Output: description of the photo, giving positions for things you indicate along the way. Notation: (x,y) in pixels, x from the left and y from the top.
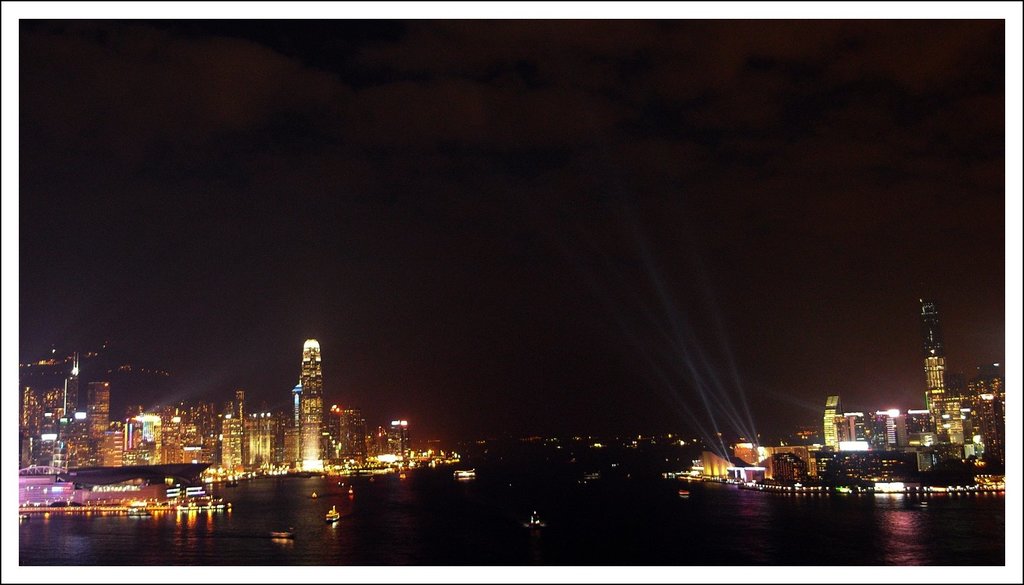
In this image I see number of buildings (81,423) and I see the water (532,511) on which there are few boats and I see the lights (420,455) on the buildings (841,435) and it is totally dark in the background (589,147).
